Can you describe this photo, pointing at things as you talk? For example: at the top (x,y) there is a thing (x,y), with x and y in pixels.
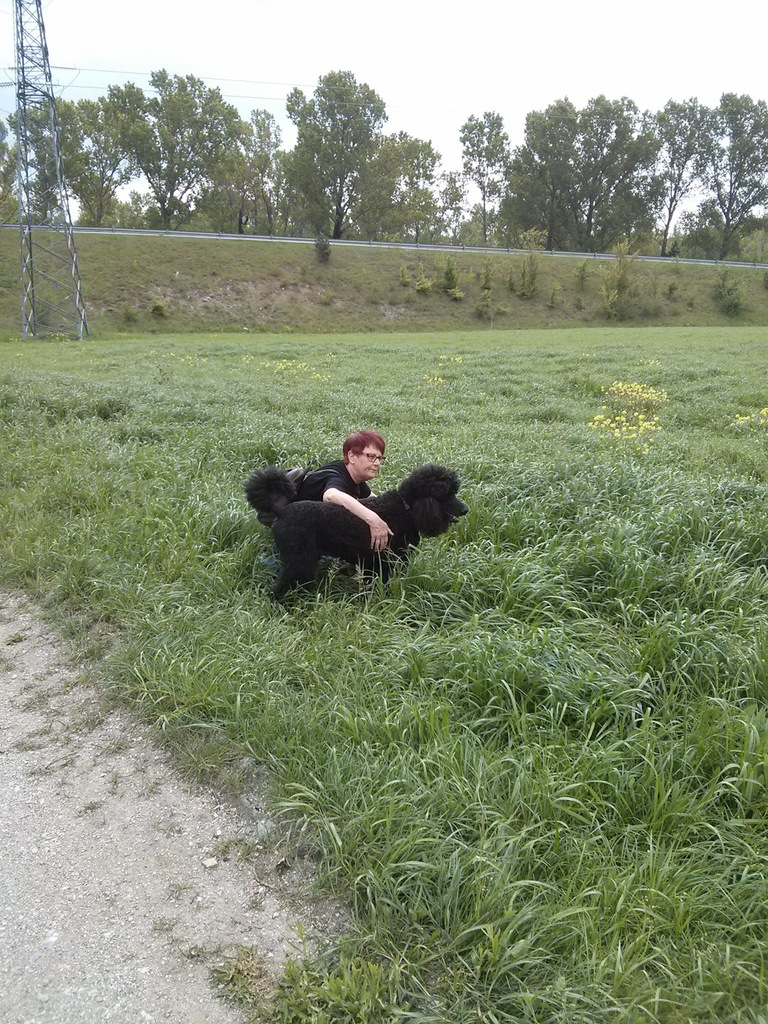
In this image we can see a person (350,500), dog (297,584), grass (361,594) and plants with flowers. In the background (199,374) we can see a tower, plants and grass (300,246) on the ground (300,246), fence (238,239), trees (377,212) and clouds (156,13) in the sky (156,13).
